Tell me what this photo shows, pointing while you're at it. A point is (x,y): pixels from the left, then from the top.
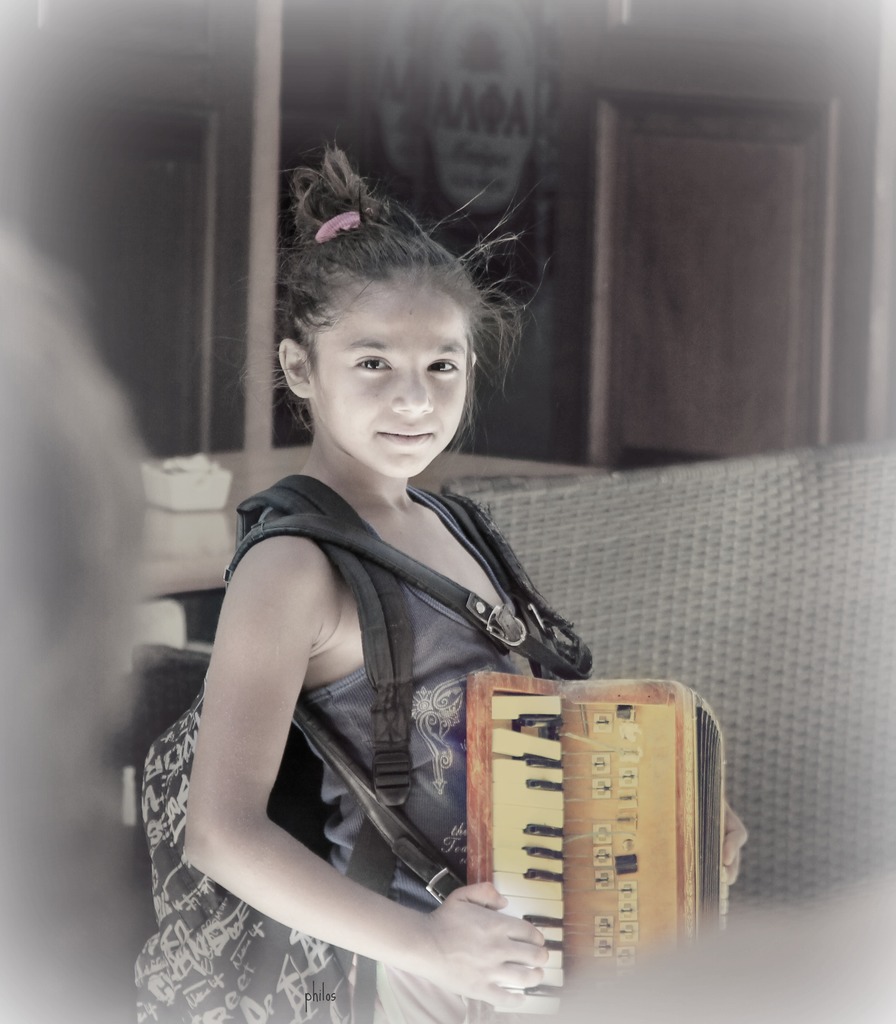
In this image I can see the person (321,415) holding the musical instrument (676,841) and the person (264,892) is wearing the bag (155,796). In the background (615,351) I can see the table (229,534) and the door (211,157).
